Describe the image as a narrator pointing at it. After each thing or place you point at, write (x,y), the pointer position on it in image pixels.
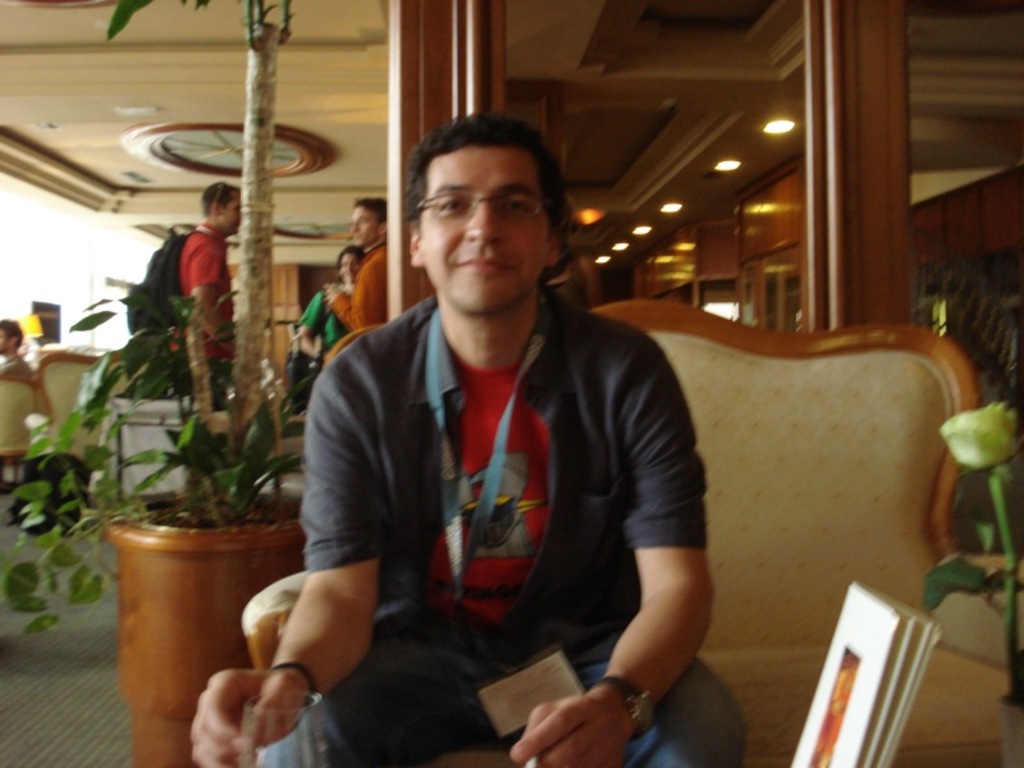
This picture shows few people (187,304) standing and couple of them seated on the chairs (924,518) and we see a man (213,216) wore a backpack (146,283) on the back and we see a plant (265,380) and few lights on the roof (606,181) and a man (581,404) wore spectacles (503,214) on his face (480,196) and a id card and we see a flower (1010,431) on the table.
